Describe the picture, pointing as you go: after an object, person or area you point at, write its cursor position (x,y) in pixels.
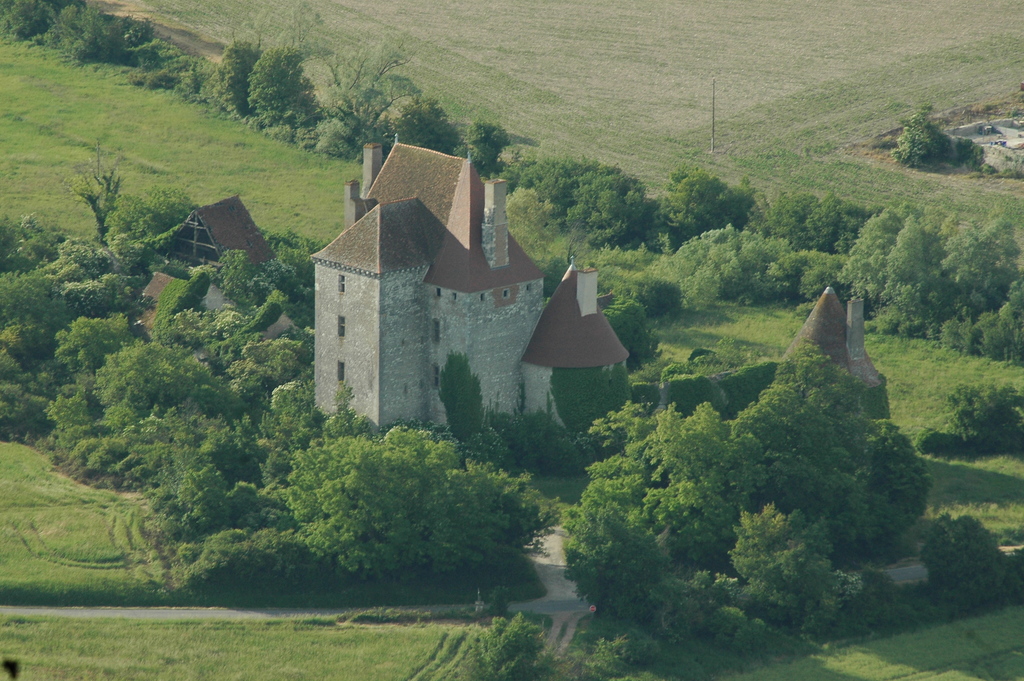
In this image I can see houses (418,383), trees (357,506), grass (673,140) and a pole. This image is taken may be during a day.
